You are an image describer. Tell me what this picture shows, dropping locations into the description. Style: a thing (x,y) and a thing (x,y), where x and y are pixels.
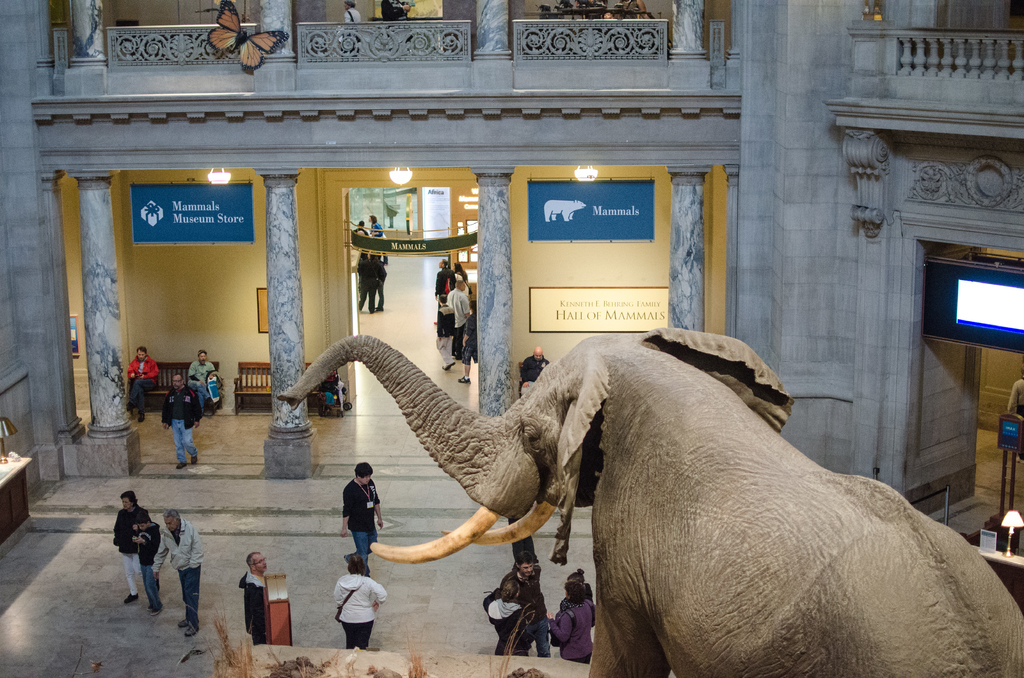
There is a monument (677,510) of an elephant (684,501) at the bottom of this image (741,558). There are some persons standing in the background (250,622). There is a wall (515,164) of a building (515,164) as we can see at the top of this image (648,129).
